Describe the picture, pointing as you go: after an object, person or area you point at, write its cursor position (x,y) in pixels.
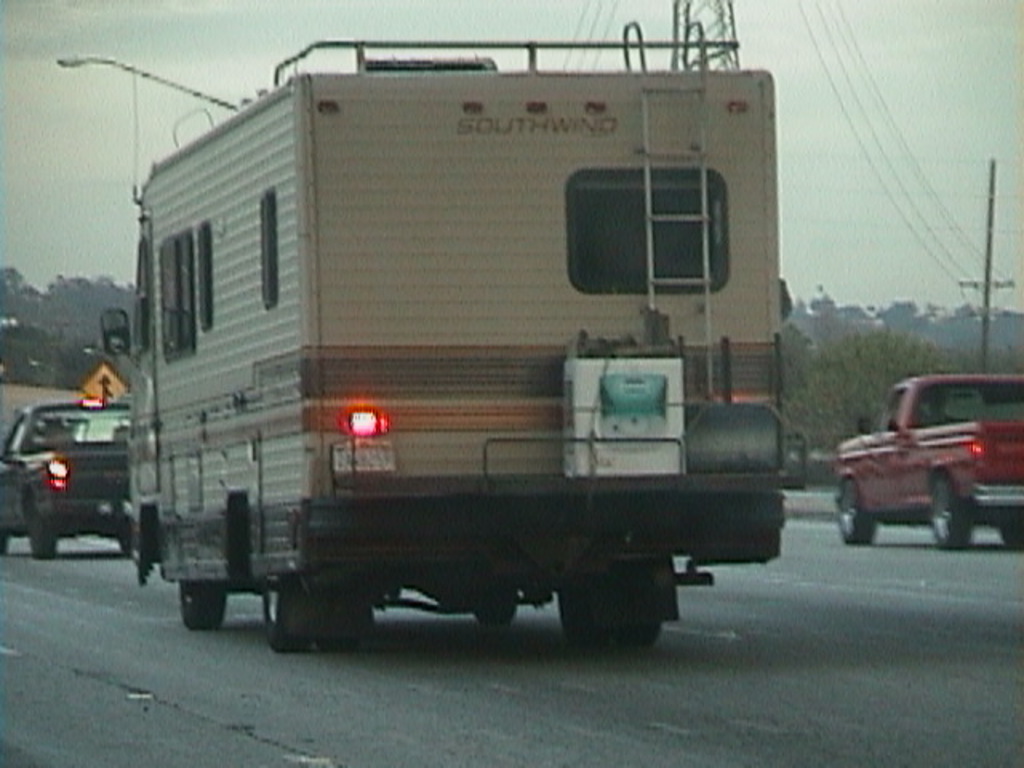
There are vehicles (585,413) on the road (33,626). The lights (370,423) are on. There are trees (92,363), sign board (100,382), electric poles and wires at the back (97,394).
